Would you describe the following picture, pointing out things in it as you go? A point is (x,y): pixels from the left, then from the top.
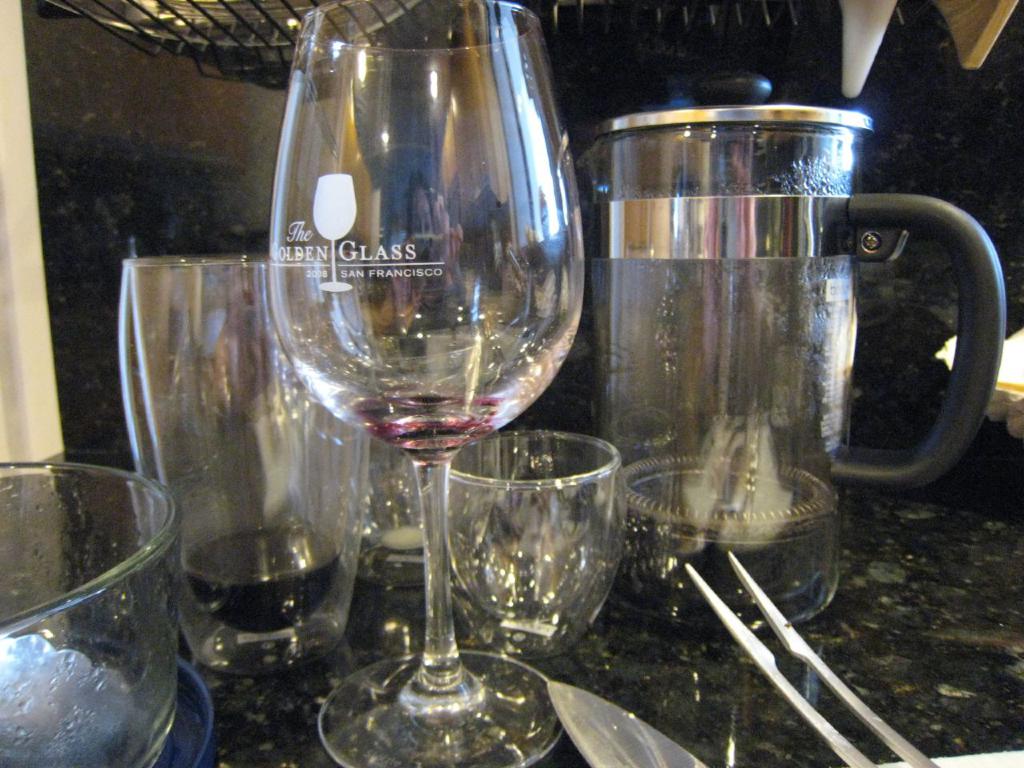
In the foreground of this image (720,429), there is a jar (730,412) and few glasses (319,545) on the stone surface (673,667). We can also see a tong like object (847,747) at the bottom (839,755). At the top (228,29), there is a mesh (227,13) and few objects (973,69).
